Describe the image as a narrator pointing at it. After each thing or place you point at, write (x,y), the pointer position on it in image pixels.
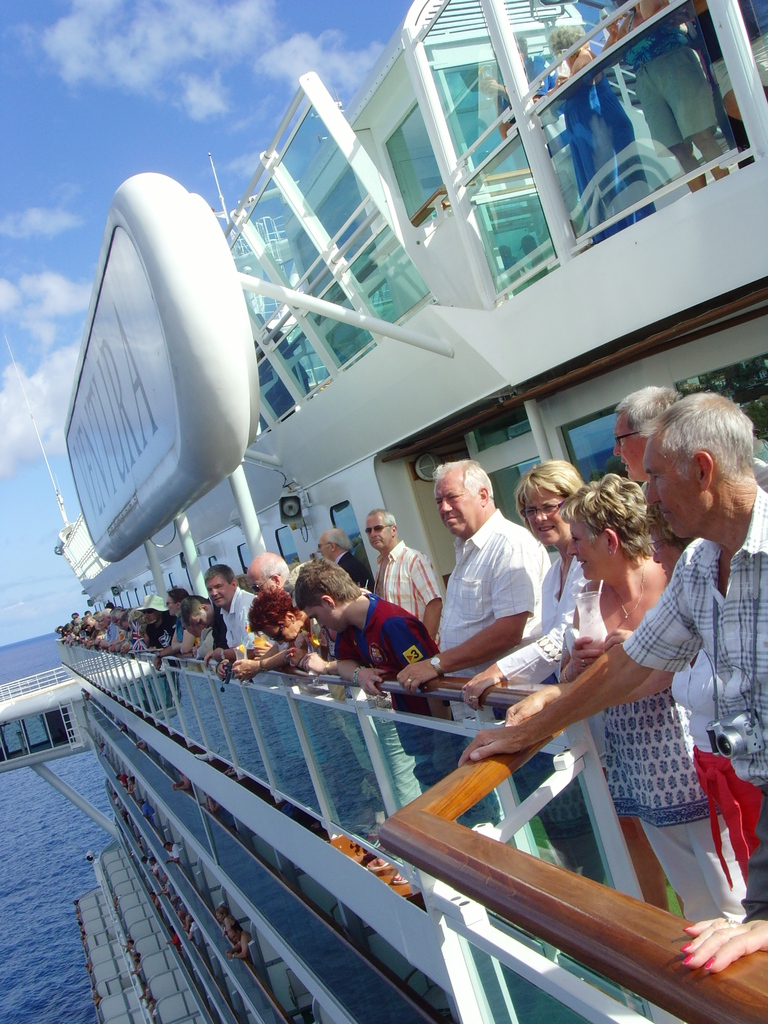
In this image there are many people (377,643) standing at the railing (283,692). Right above them there is a board (148,411) with text (157,424). To the left (15,867) there is the water (19,929). It seems like they are on the ship (276,820). At the top (94,172) there is the sky (70,229).
